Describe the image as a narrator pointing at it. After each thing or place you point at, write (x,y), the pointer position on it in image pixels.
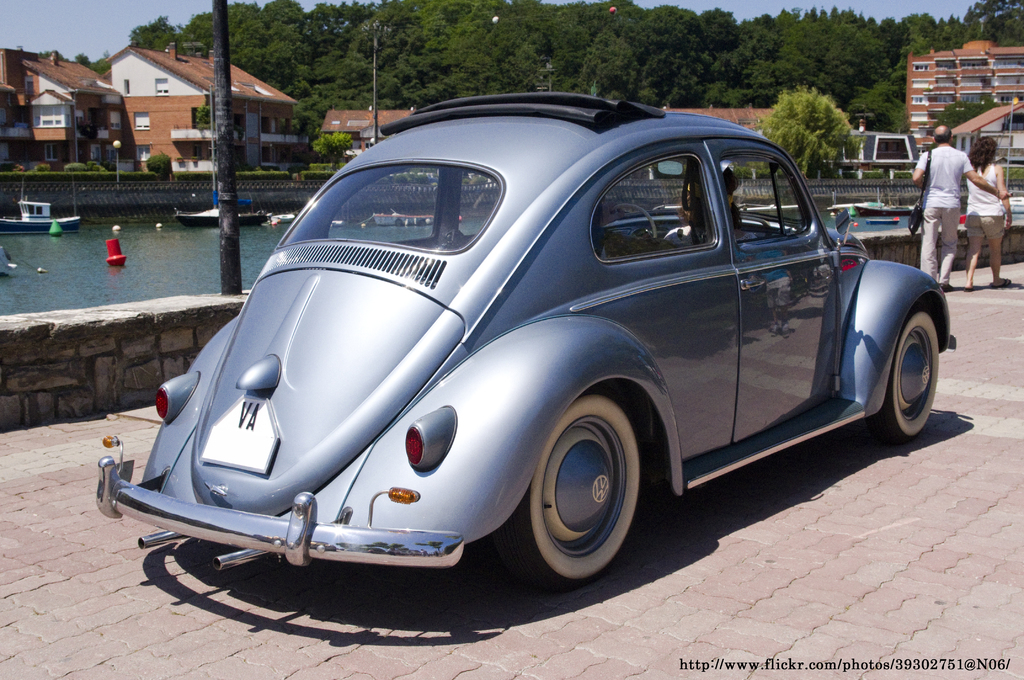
In this image, we can see few people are riding a car (598,418) on the walkway (932,636). Background (85,164) we can see water (253,243), boats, plants (88,177), houses (900,166), buildings (894,147), trees (785,139), poles (226,149) and sky (144,8). Right side of the image (936,195), we can see two people (970,213) are walking on the walkway (1000,345). Right side (930,668) bottom of the image (794,664), there is a watermark (839,668) in the image.
